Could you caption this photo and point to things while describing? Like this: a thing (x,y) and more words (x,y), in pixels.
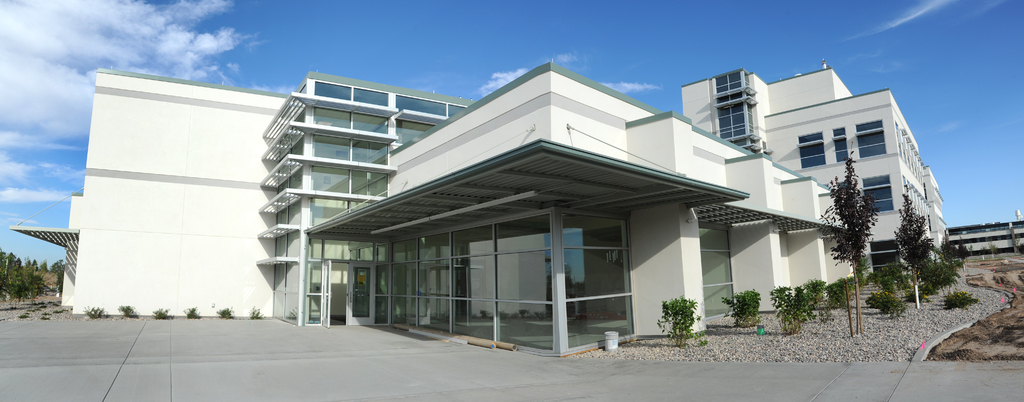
In this picture we can see a building (607,229), there is a glass (568,288) here, we can see some plants (944,270) and trees (959,248) here, at the bottom (885,322) we can see some stones (840,345), there is the sky (479,31) at the top of the picture (519,22).
